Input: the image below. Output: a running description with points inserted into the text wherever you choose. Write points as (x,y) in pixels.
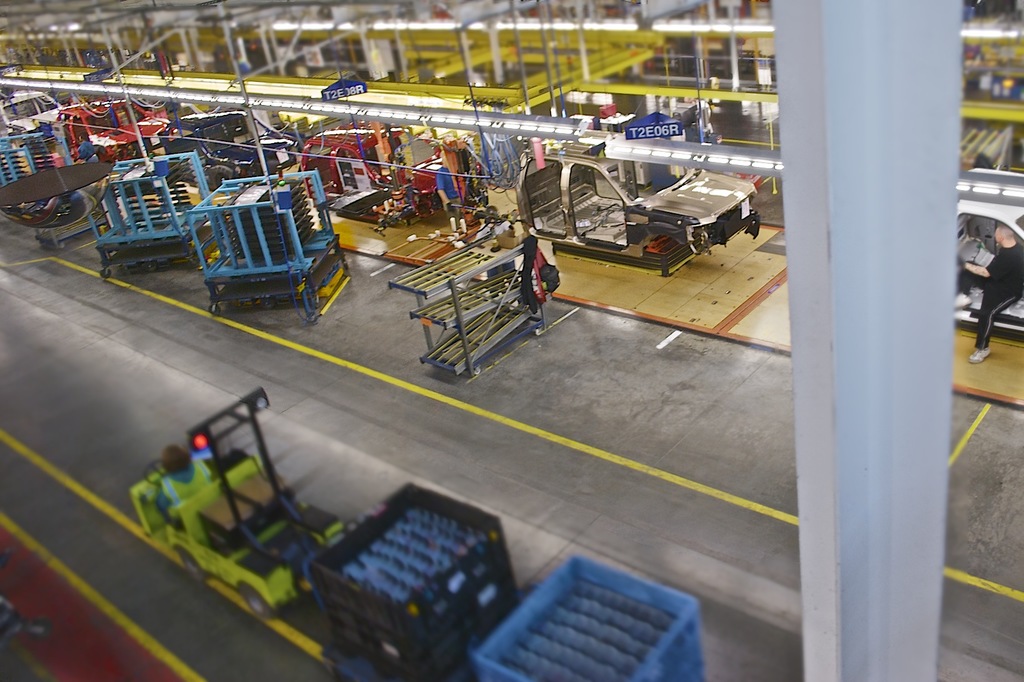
In this image I can see a vehicles (260,453) and vehicles parts (424,189). They are in green, black, blue, red and white color. I can see a blue color board (661,129) and iron pole (819,171).
